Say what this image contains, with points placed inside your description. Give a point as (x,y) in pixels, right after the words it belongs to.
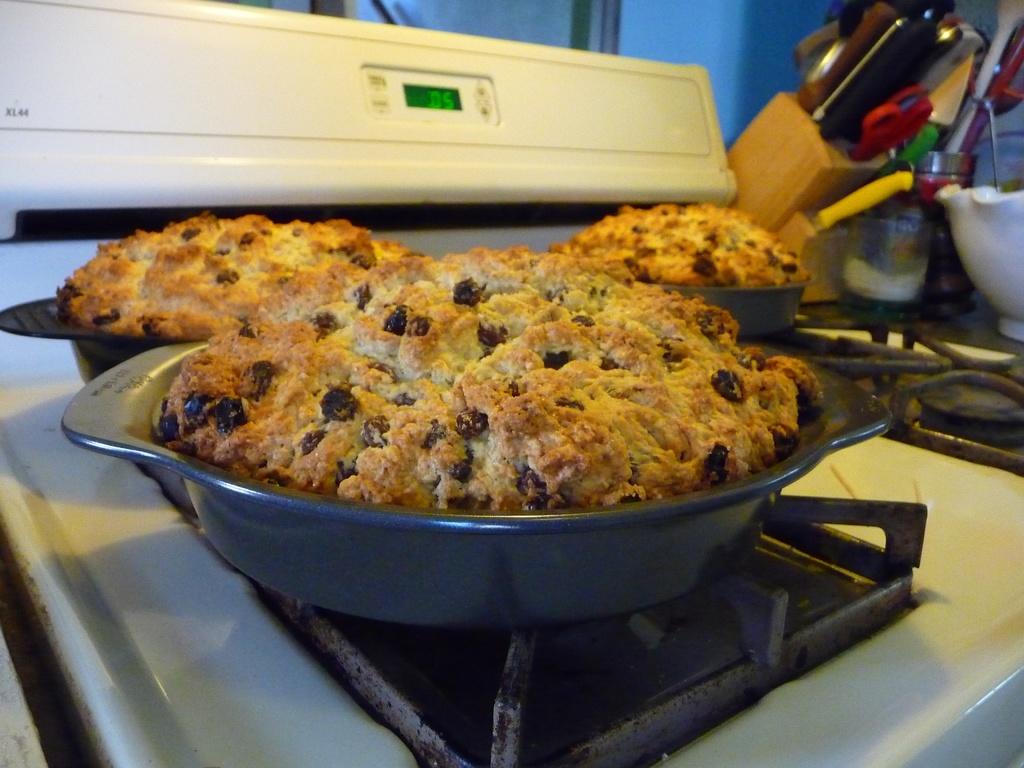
In this image there are loaves of bread (502,443) in pans (432,531), the pans (449,531) are on top of the stove (579,220), beside the stove (125,650) there are knives (842,121), scissors (914,110) and some other objects (817,183).
